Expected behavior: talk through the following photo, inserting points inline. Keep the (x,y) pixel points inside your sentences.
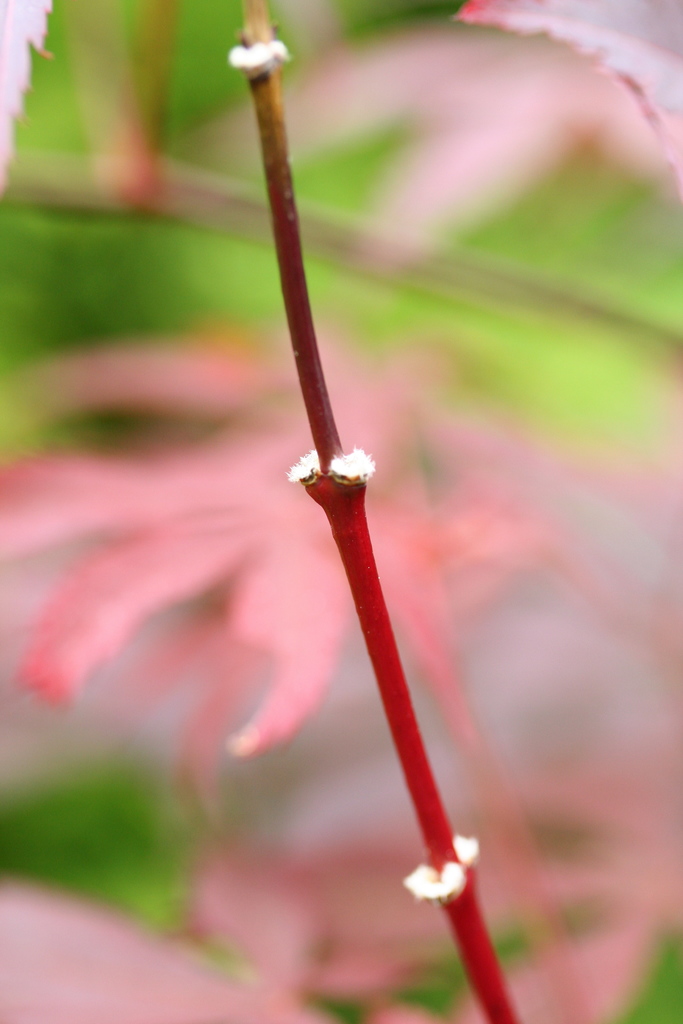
In this image we can see the stem (366,521). In the background of the image (118,974) there is a blur background (636,514).
